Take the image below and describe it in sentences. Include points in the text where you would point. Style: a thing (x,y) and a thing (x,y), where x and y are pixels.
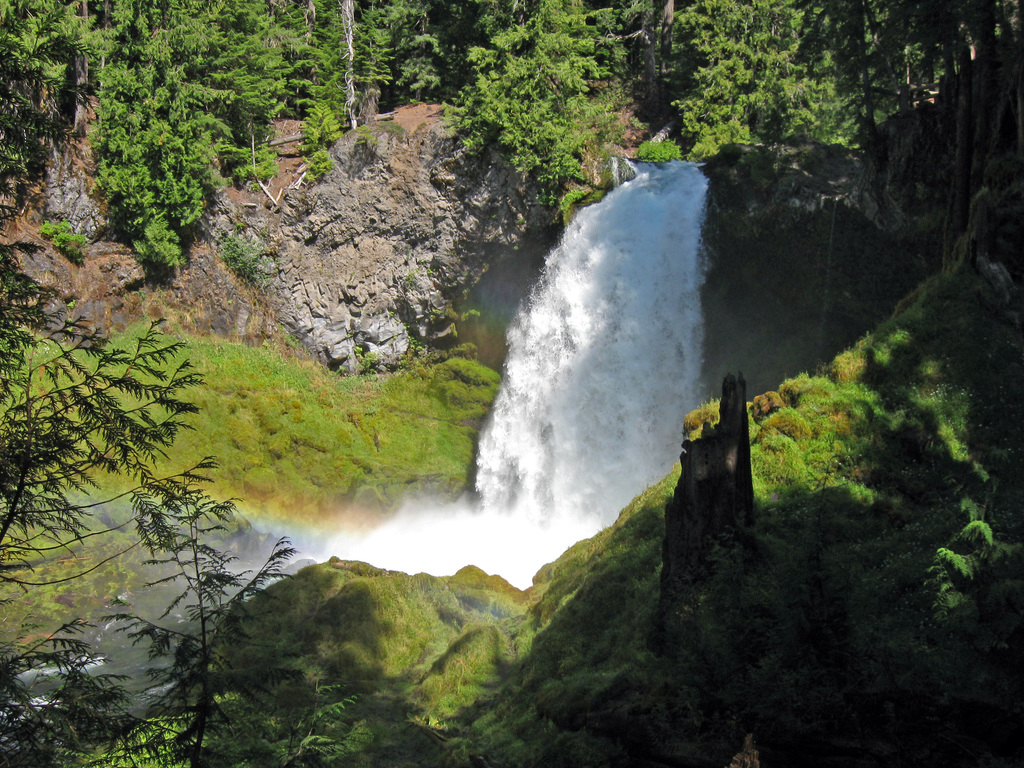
In this image we can see waterfall (646,204). Also there are rocks (428,182). And there are trees (166,134). And there's grass (495,385) on the rocks (487,329).
